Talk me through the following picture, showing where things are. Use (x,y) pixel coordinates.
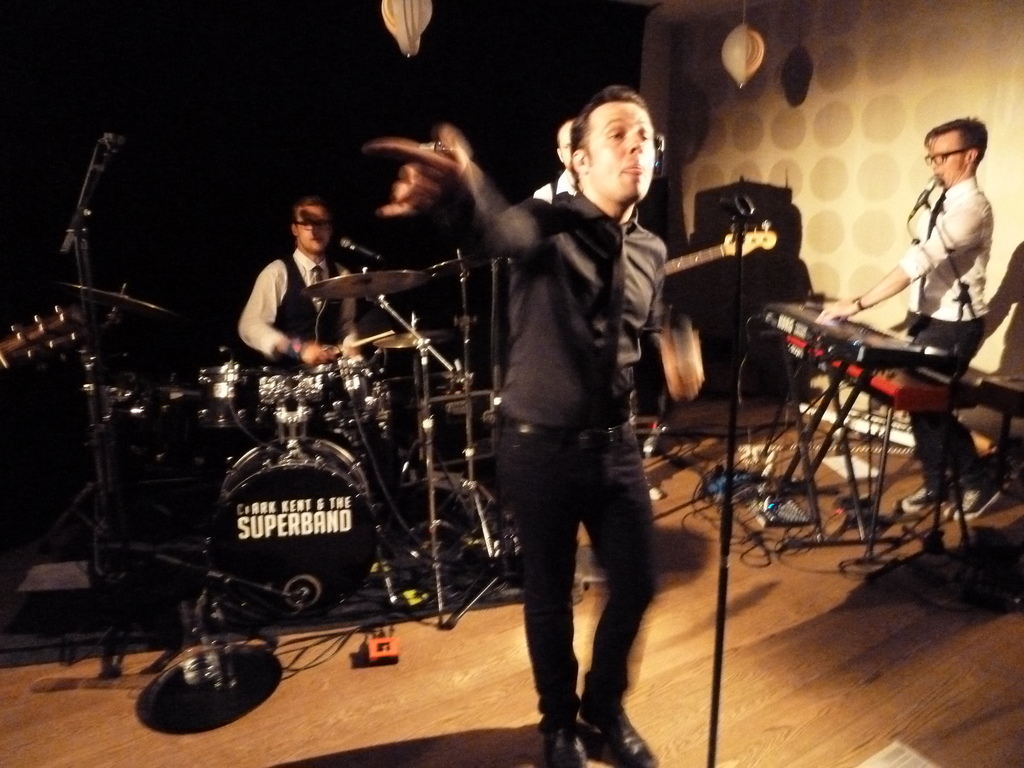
There is a man (578,340) standing on the floor (582,659), wearing a black shirt (581,403), in front of a microphone (730,209). In the background (302,404) there is a guy (324,274) playing drums (359,386) and the other one (898,278) is playing a piano (904,410) here. Behind him there is a wall (851,105).
